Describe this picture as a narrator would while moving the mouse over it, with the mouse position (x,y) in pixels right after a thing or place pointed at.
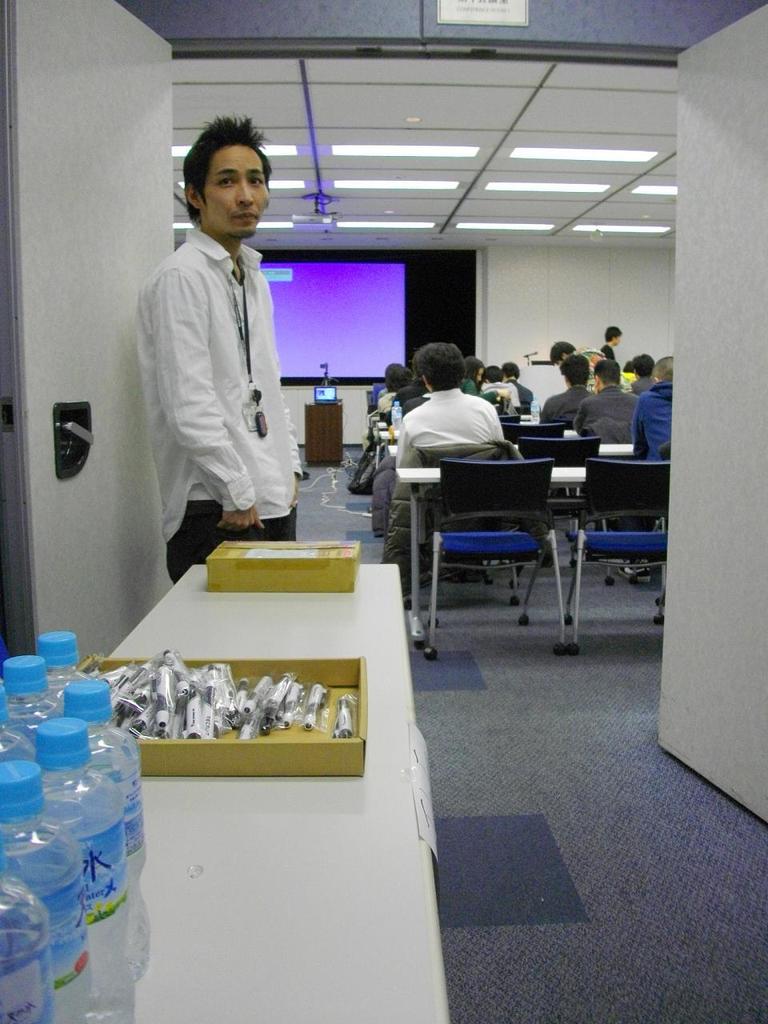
In this image i can see a man (230,312) is standing. I can also see a group of people (492,425) who are sitting on a chair (619,483) in front of a board (352,290). there is a table (198,791) with few bottles (89,801) and other objects (245,721) on it.
